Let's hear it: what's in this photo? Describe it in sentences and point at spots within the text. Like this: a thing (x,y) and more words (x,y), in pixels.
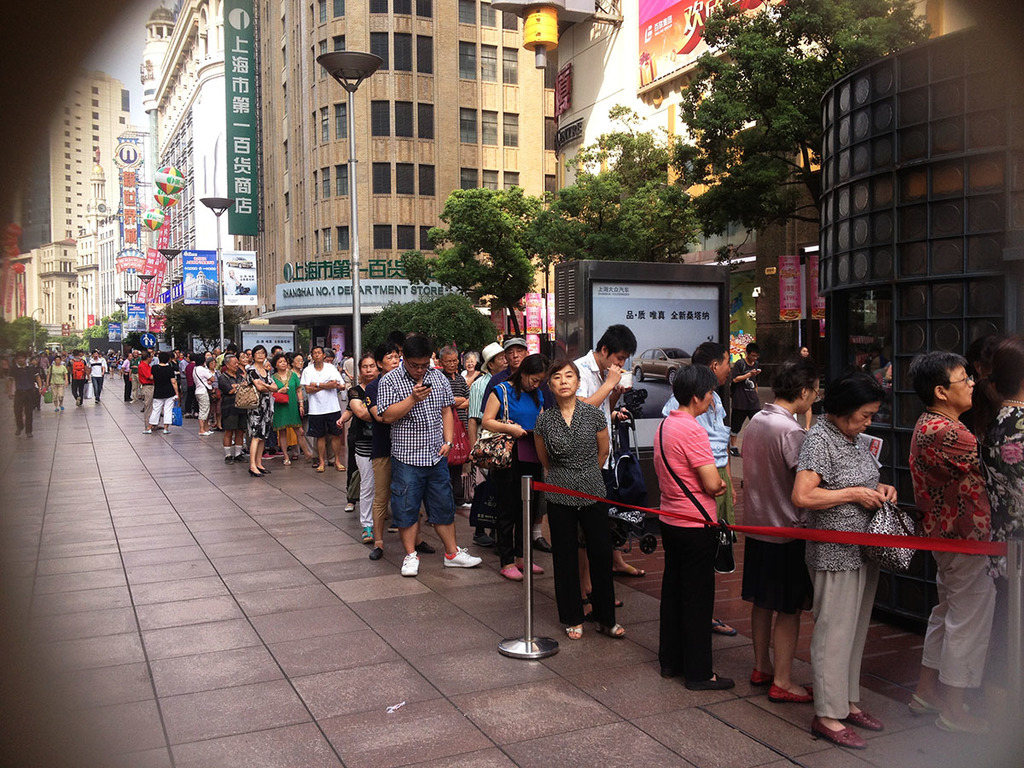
In the picture we can see some people (680,620) are standing in the queue on the path (205,520), to the path (311,521) we can also see a pole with a light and in the background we can see some buildings (107,167) with trees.
